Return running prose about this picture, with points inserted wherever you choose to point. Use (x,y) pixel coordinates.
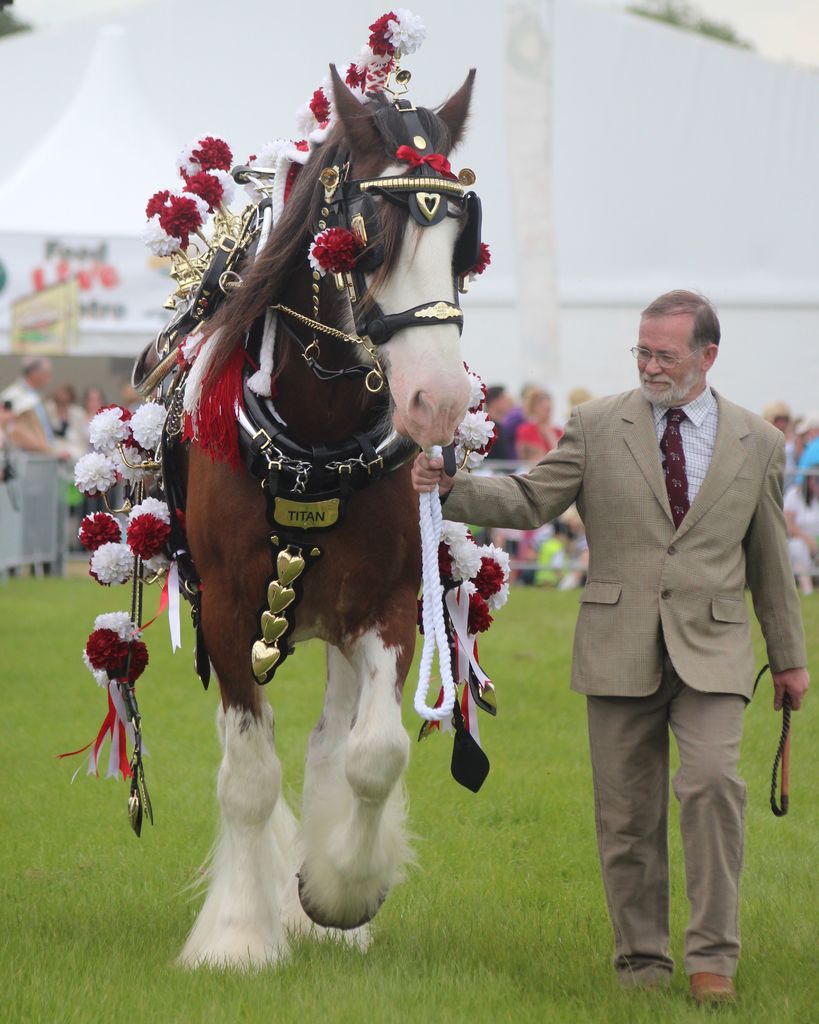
In this image, there is a horse (221,504) which is in brown color, there are some artificial flowers (100,516) on the horse (387,489), in the right side (700,519) there is a old man (668,477) holding a horse (415,538) and he is walking, in the background (687,207) there are some people (546,432) standing and there is a white color wall (696,201).
